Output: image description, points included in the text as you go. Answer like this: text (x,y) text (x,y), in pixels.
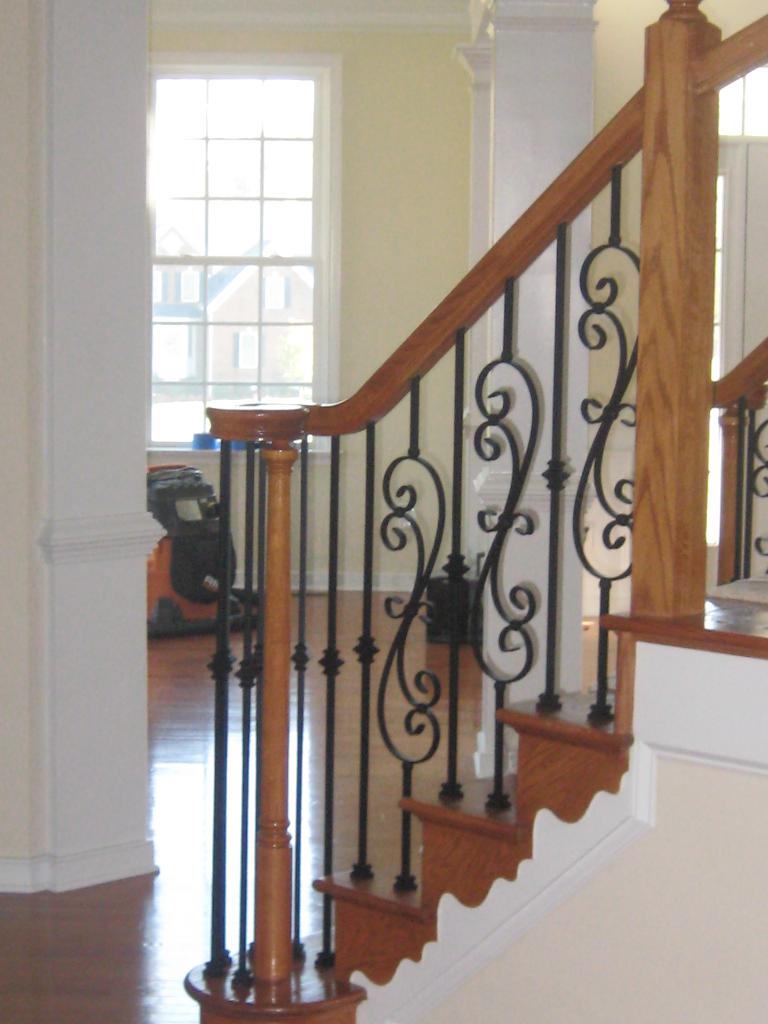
This image is clicked inside the house (383,872). In the front (380,877), we can see steps (370,900) along with railing (399,478). On the left (51,448), there is a pillar (123,452). In the background (256,192), we can see a window (196,323) along with a wall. At the bottom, there is an object (201,537), it looks like a bag (193,576) on the floor (149,965).
